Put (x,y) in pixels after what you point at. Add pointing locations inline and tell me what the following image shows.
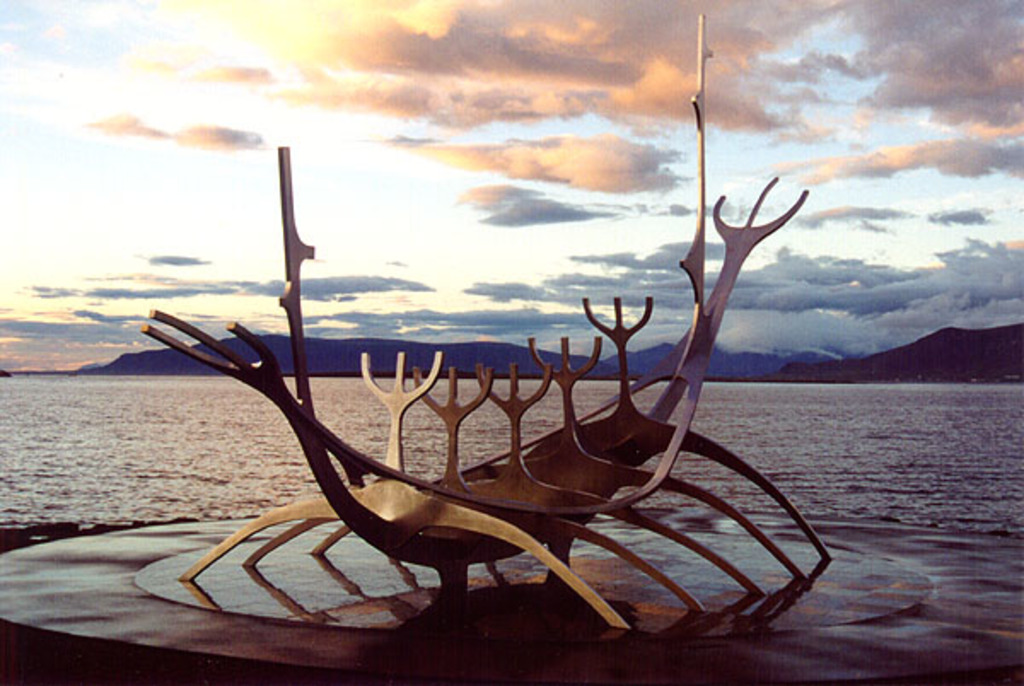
In this image we can see a sculpture (414,514). There is water (969,430). In the background (319,357) we can see hills (463,348) and there is sky (628,142).
